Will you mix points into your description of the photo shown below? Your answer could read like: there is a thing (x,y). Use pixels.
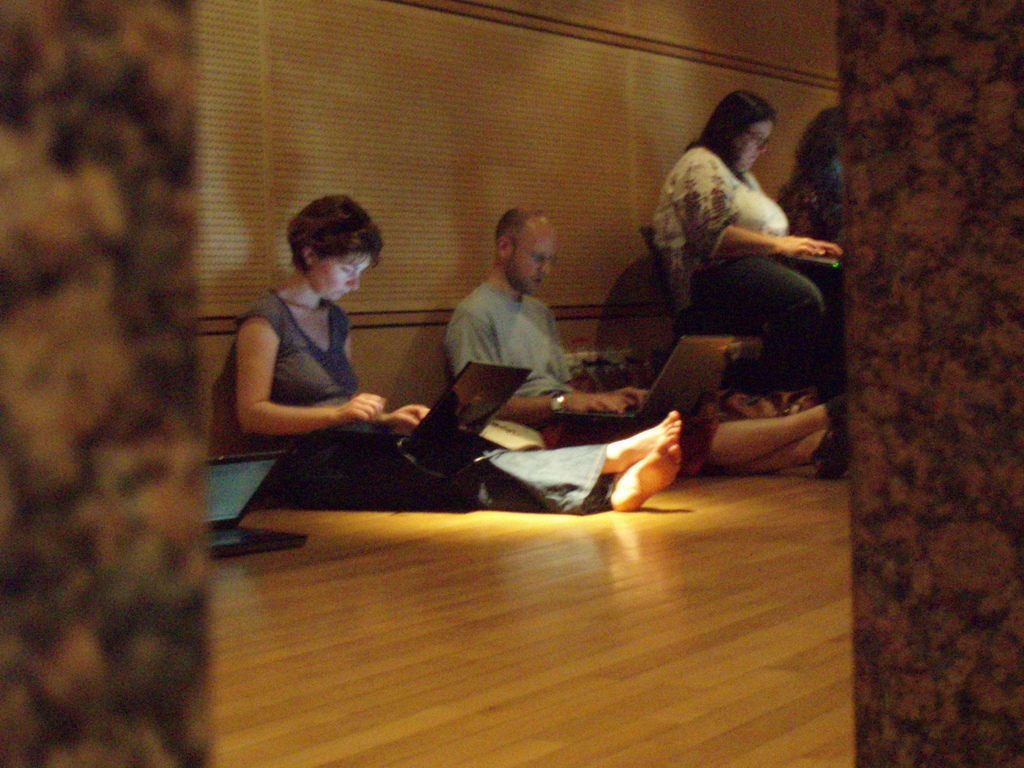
In this image I can see there are two persons (478,346) holding laptop (407,428) sitting on the floor (416,541) and on the floor (600,590) there is another laptop (262,464) visible and on the right side (796,318) I can see a person (740,241) sitting on chair (668,268) in front of the wall (506,125).
